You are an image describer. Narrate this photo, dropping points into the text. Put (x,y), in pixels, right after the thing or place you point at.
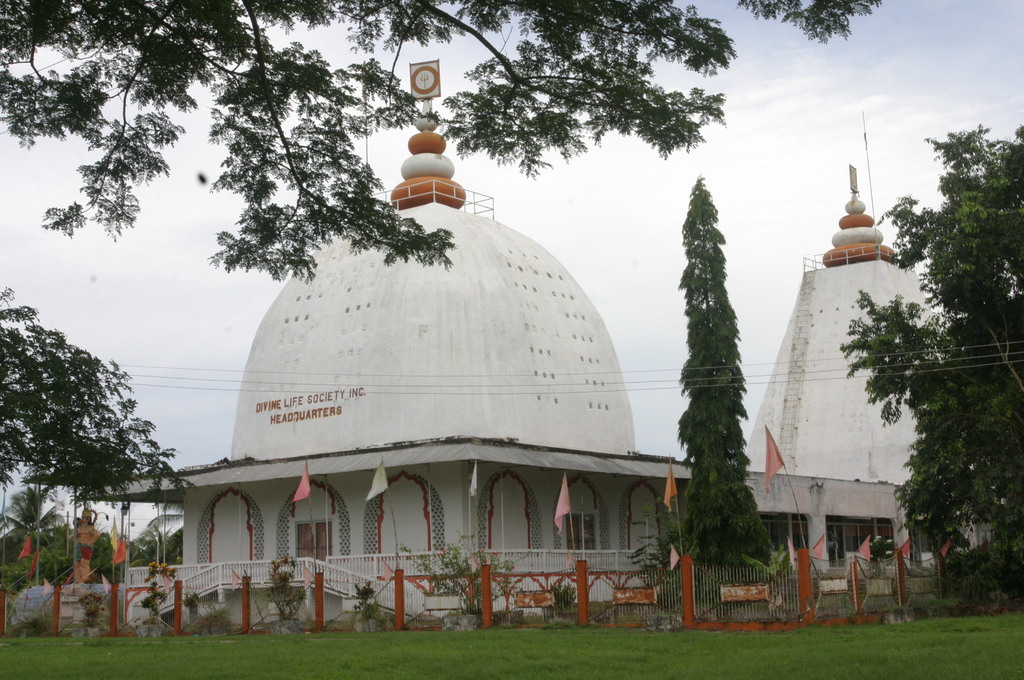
At the center of the image (479,367) there is a temple (323,377) and there is a fence (441,608) around it with flags (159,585) on top of it, in front of the temple (132,570) there is a statue (85,550) and there is the surface (447,634) of the grass (492,642) and trees (690,281). In the background (768,147) there is the sky (804,118).
